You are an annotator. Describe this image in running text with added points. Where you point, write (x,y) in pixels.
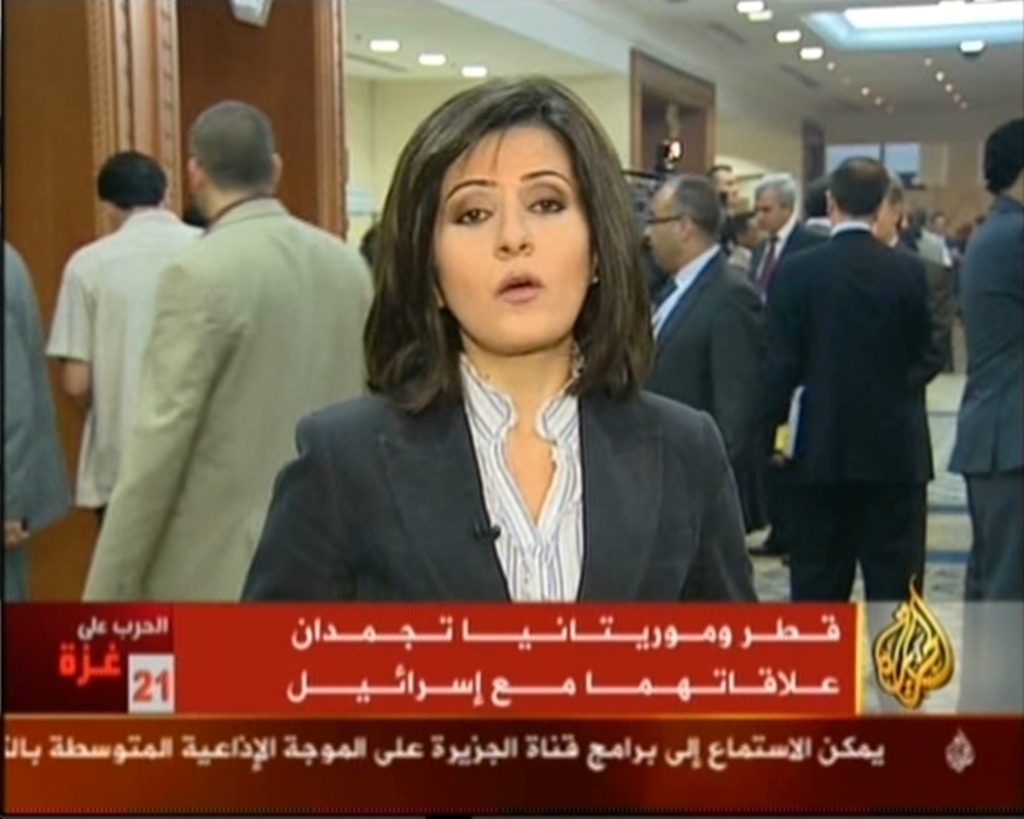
In the picture I can see people (528,406) are standing on the floor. In the background (794,107) I can see lights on the ceiling (846,91), wall (709,172) and some other objects (670,169). I can also see something written on the image.
